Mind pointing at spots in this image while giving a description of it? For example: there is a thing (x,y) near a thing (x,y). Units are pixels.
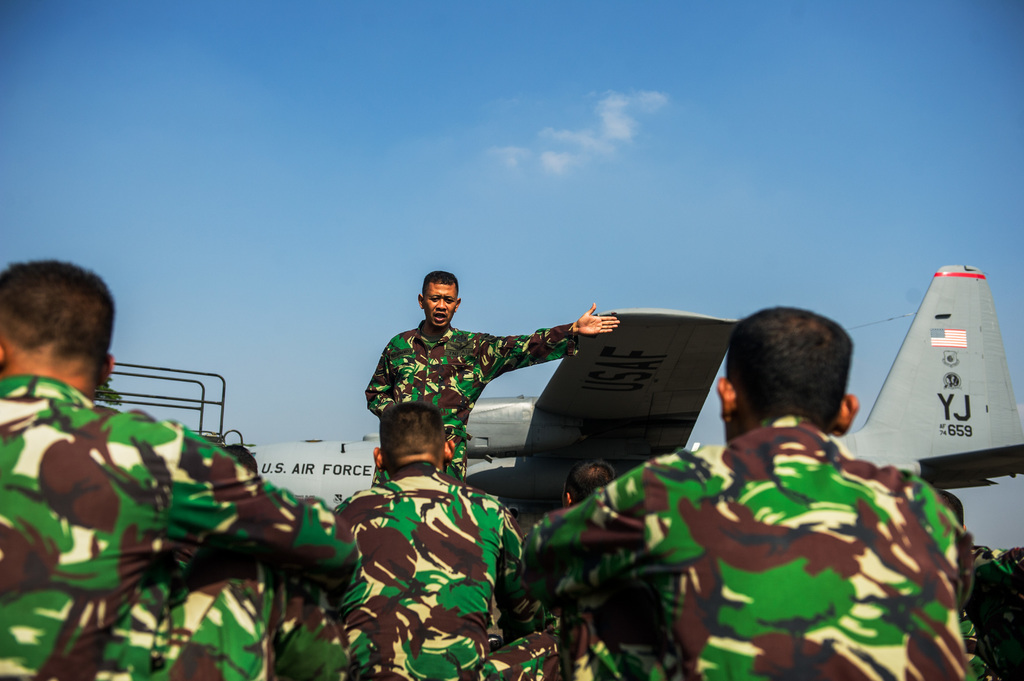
In this picture we can see a group of people (500,523) and in front of them we can see a man (490,338) standing, airplane (561,487), rods (207,402) and in the background (604,72) we can see the sky (550,99).
